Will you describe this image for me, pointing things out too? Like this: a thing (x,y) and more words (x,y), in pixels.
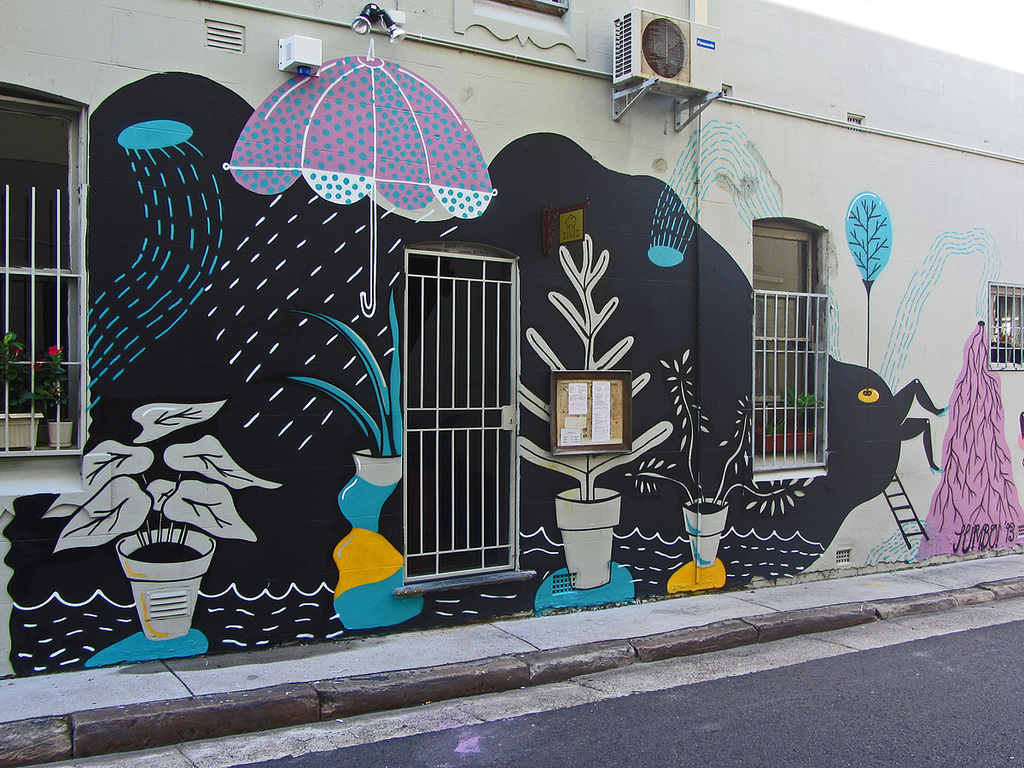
In the image we can see a wall (379,290) and on the wall (253,252) there is a painting (568,281). This is a fence (451,369), window (42,294), door (482,466), plant pot (16,428), road (840,683), light (395,26) and a board (577,395).
